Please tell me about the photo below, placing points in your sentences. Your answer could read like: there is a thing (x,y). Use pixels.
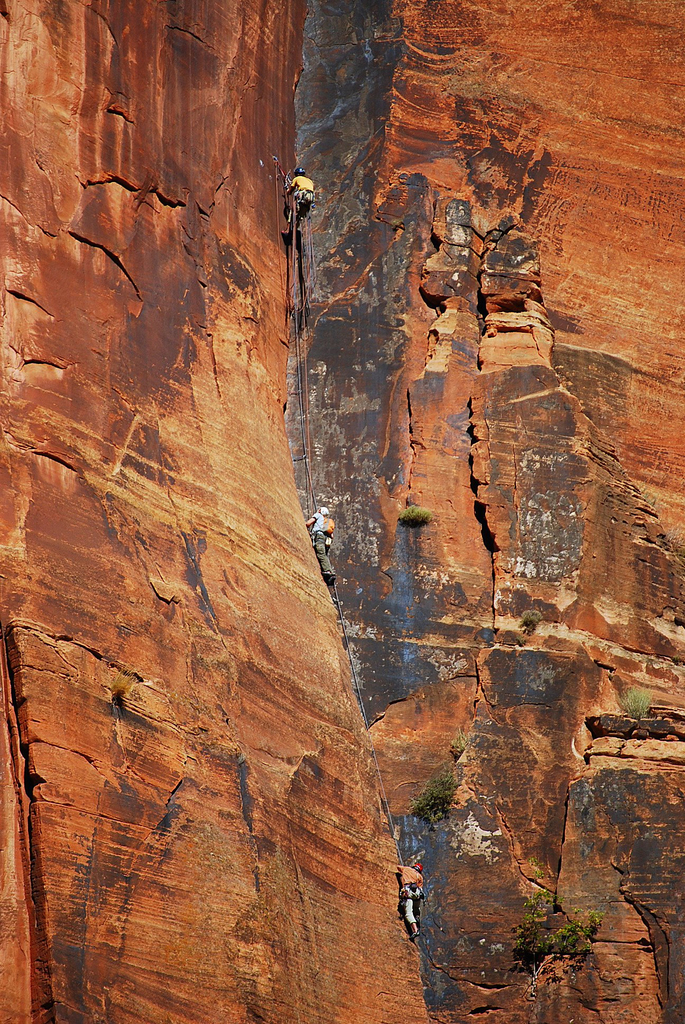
In this image I can see three persons (411,882) climbing a mountain (234,560).
